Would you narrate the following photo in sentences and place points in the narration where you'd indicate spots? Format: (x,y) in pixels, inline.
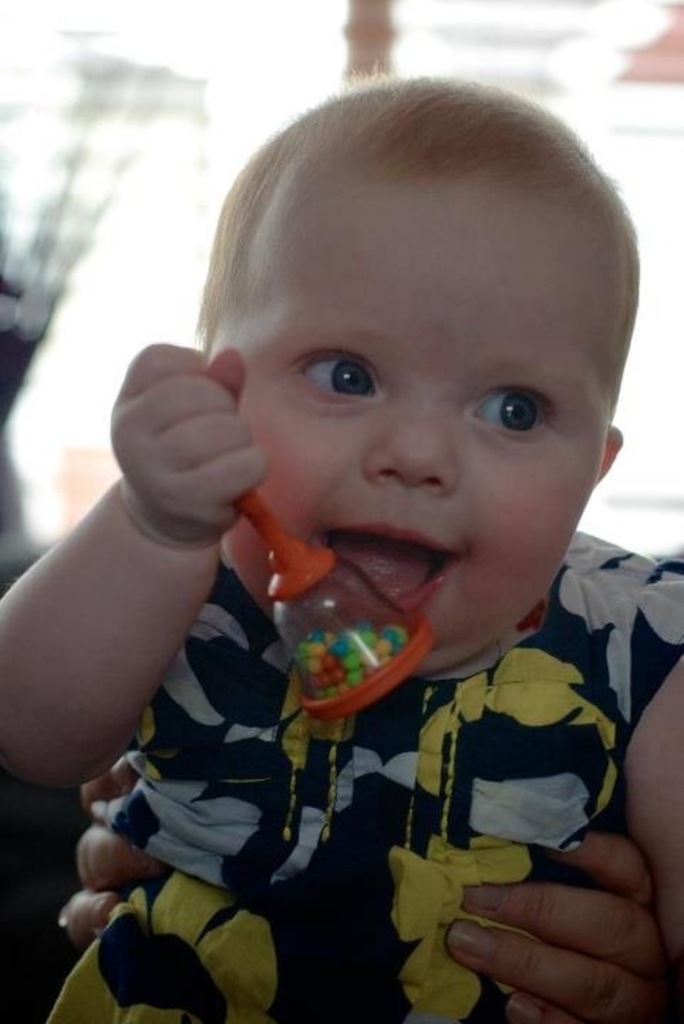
In this picture, we see a baby (475,604) who is wearing the black and the yellow dress (253,812) is smiling. We see the baby (320,486) is holding an orange color toy (273,573). We see the hands (119,869) of the person (612,923) who is holding a baby (388,757). In the background (204,91), we see a pole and a white wall (630,119). This picture is blurred in the background (168,188).
